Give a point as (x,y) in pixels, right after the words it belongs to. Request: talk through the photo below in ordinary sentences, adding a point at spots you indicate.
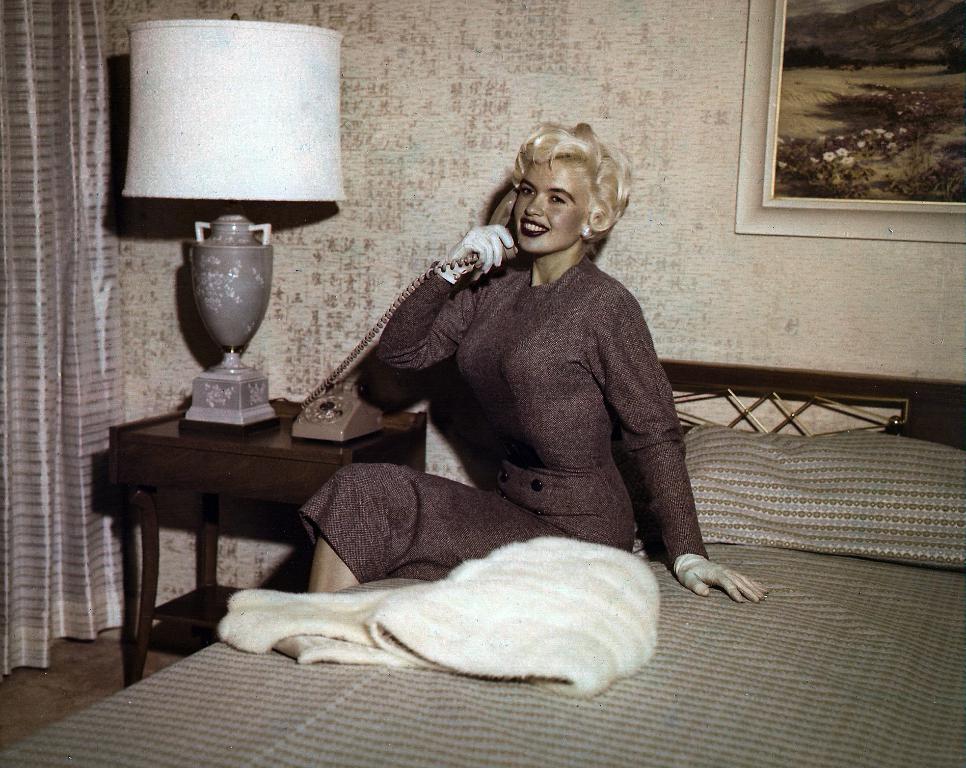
There is a lady (521,422) sitting on bed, and talking in a telephone (359,389). There is a table (257,450) near to her. On the table (249,451) there is a table lamp (242,317) and telephone (326,420). And on the bed (391,742) there is pillow (783,473), bed sheet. On the background (473,89) there is wall (568,82), photo frame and curtain (95,275).
